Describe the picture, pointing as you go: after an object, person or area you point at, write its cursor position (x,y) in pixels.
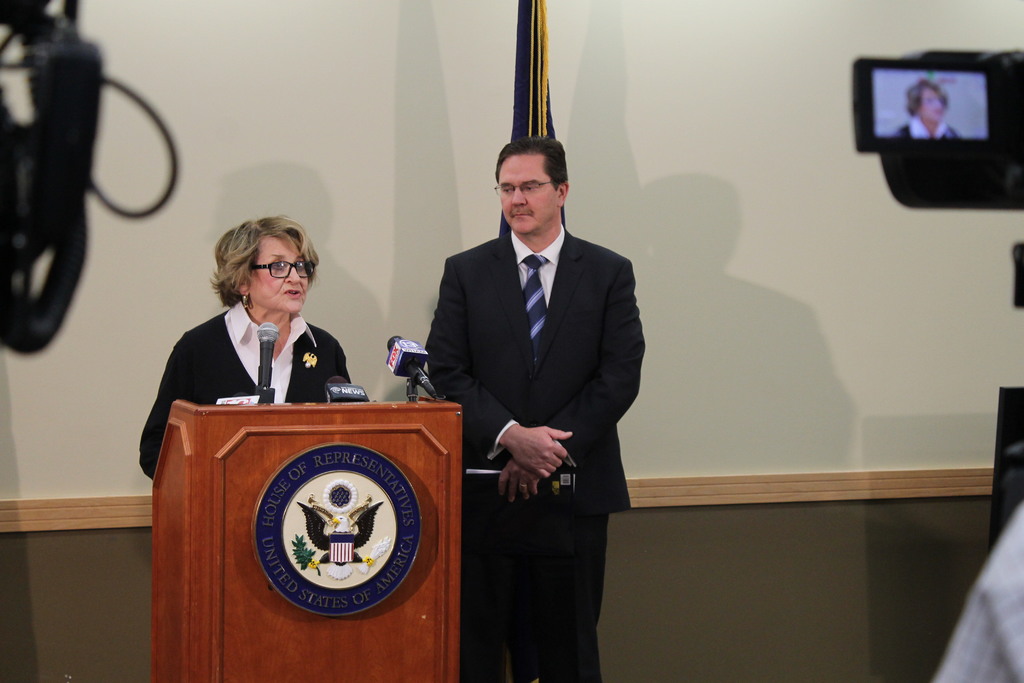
In this picture in the center (507,324) there a persons (431,338) standing. On the left side (302,343) there is a woman (282,333) standing and speaking. In front of the woman (247,372) there is a podium (343,432) and on the podium (362,528) there is some text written on it, and on the top of the podium (240,415) there are mics (343,377). On the top right (990,137) there is a camera (959,154) and on the top left (75,162) there is an object (27,173) which is black in colour.
